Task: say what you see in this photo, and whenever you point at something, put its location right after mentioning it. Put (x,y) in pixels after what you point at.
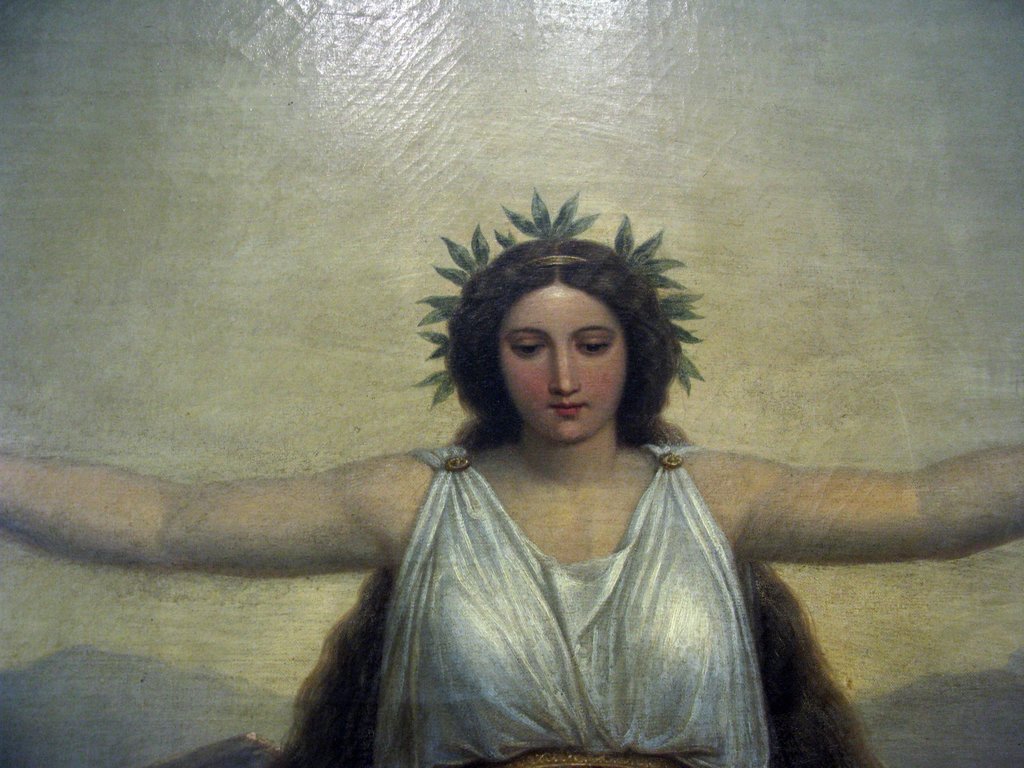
In this image we can see a painting (546,463) of a woman (563,573) who is wearing white color dress (504,532).
